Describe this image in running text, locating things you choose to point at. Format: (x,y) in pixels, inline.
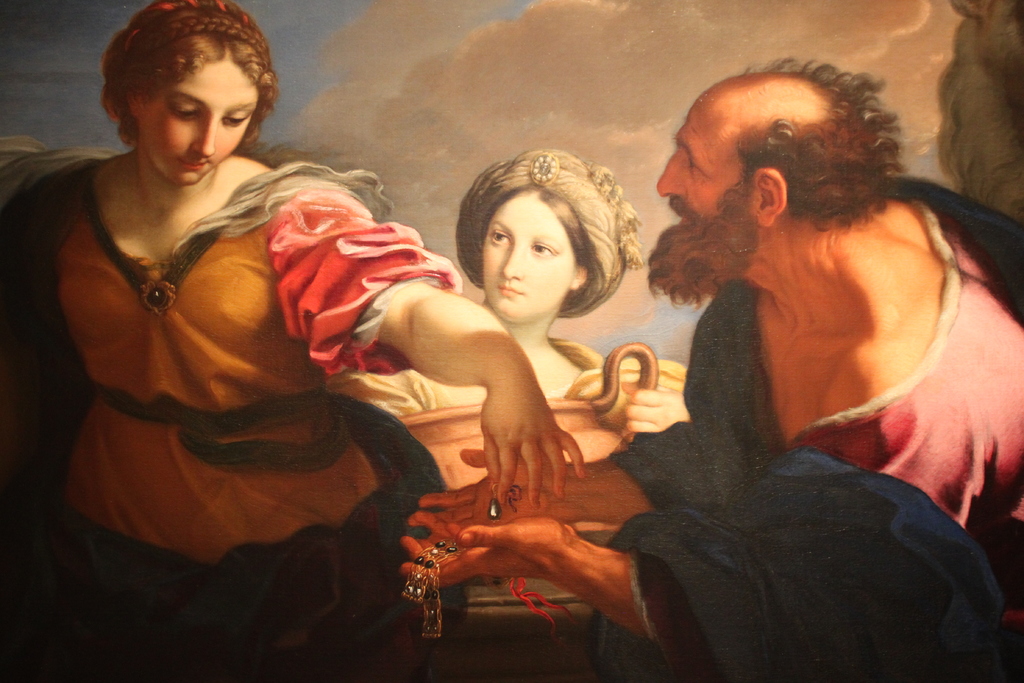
In this picture, it seems like a painting where, we can see people (681,373) and the sky (654,195).
